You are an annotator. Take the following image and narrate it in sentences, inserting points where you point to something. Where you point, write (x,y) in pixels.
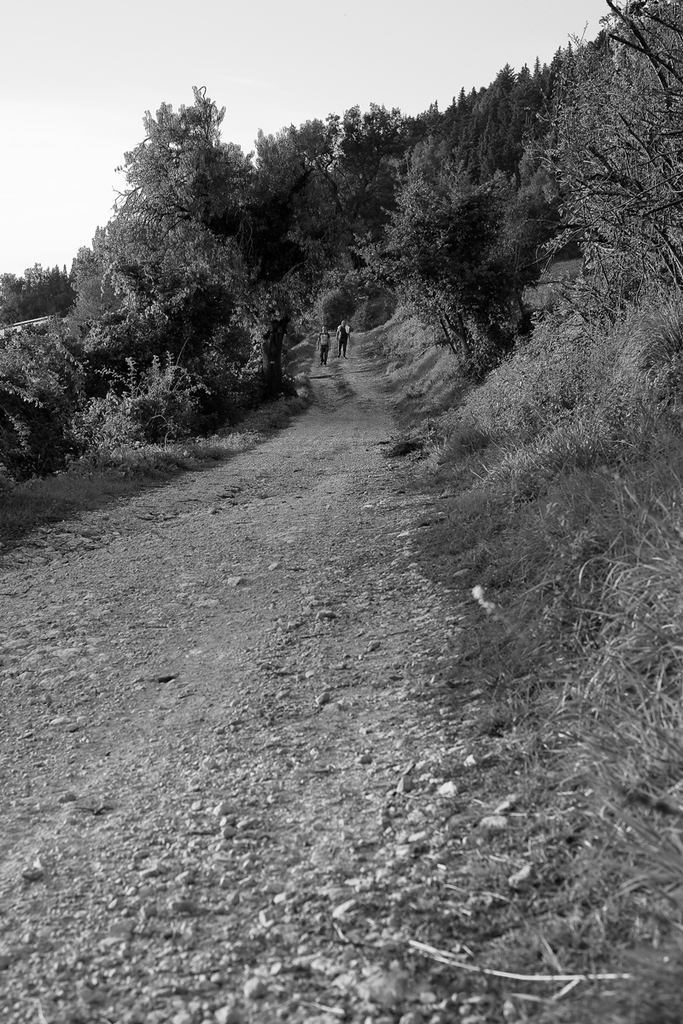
In this image I can see two persons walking and I can also see few trees (140,230). In the background (201,55) I can see the sky (177,55) and the image is in black and white.
